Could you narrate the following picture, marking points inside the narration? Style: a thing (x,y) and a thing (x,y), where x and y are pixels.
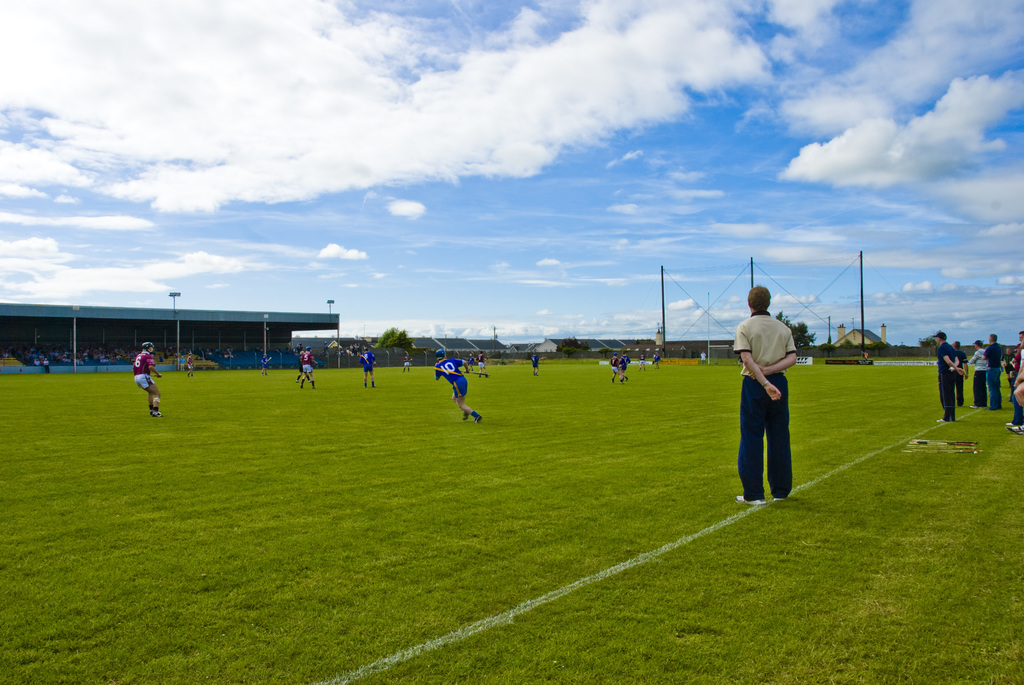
In this image people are playing a sport. In the bottom of the image (560,523) there is grass (378,630). There is a person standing in the image. In the top of the image (486,177) there is sky (684,192) and clouds (484,165).
